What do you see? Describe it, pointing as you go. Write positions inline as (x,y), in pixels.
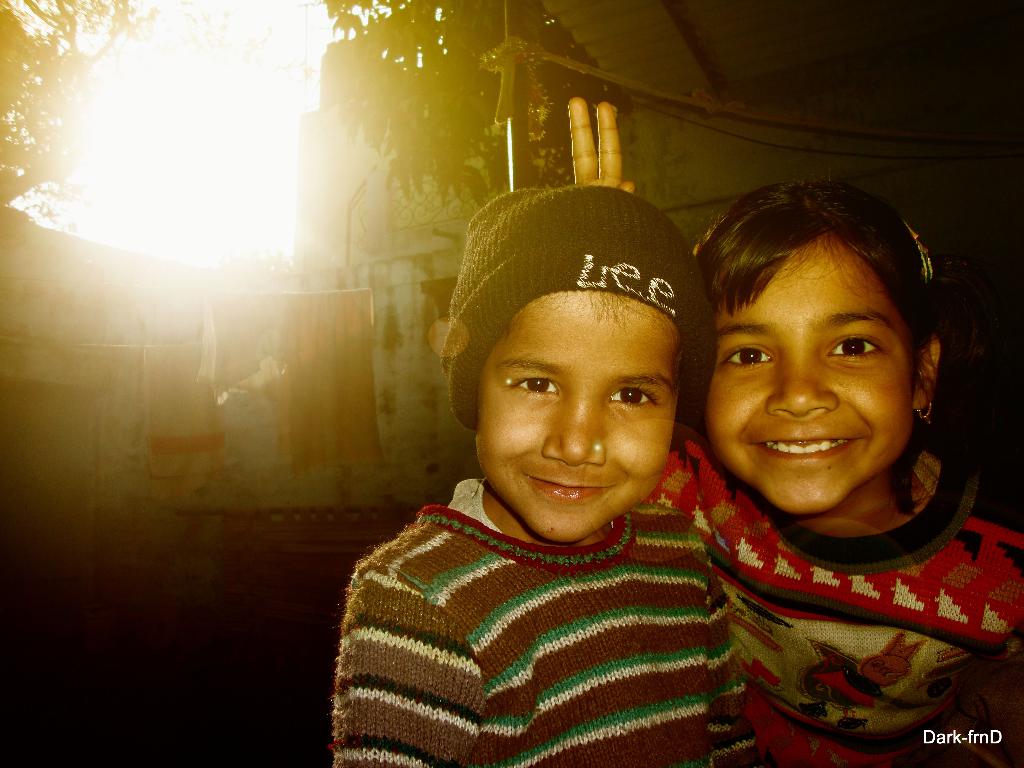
In this image I can see two children (520,568) in the front (456,490) and I can see both of them are smiling. I can see both of them are wearing sweaters (701,491) and I can also see one of them is wearing a cap (689,356). I can see something is written on the cap (519,296). In the background (245,276) I can see few buildings (328,138), the sun (263,101) and number of clothes (213,357) on the ropes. On the right side of the image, I can see few more ropes (778,145) and on the bottom right side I can see a watermark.
